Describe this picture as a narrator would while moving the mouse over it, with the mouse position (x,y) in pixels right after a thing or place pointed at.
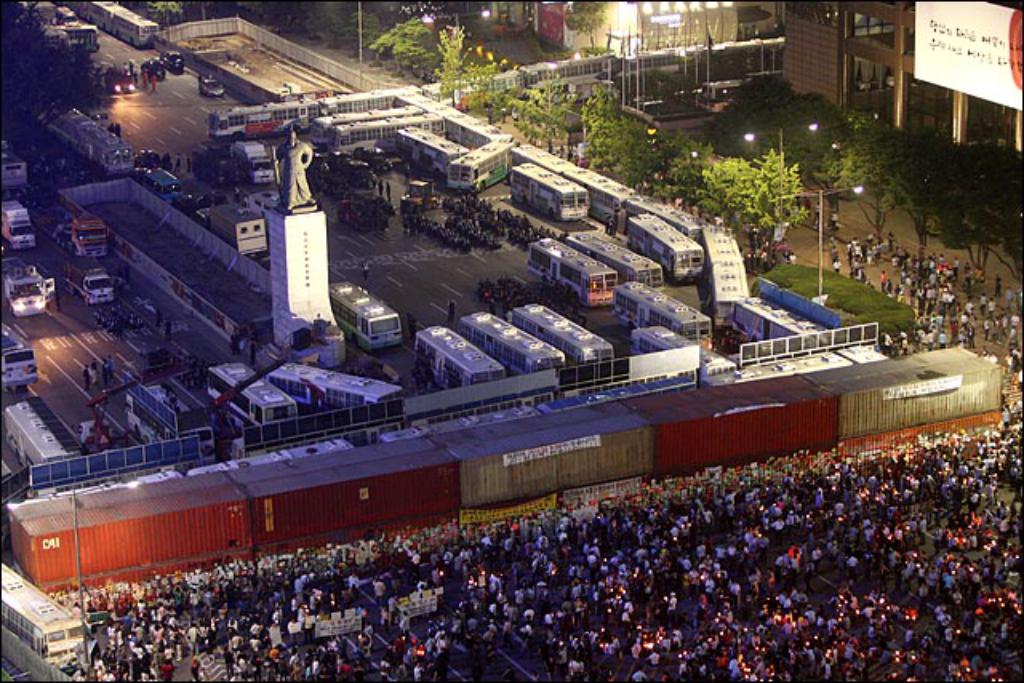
At the bottom of the image (950,487) there are many people (948,473) standing. There are containers (151,511). And also there are many vehicles (12,373) on the road (418,307). In between them there is a statue (300,155) on the pillar (301,228). And also there are trees (806,158) and poles (782,129) with street lights (857,184). In the image there are buildings (820,37) and also there are posters (924,22).
